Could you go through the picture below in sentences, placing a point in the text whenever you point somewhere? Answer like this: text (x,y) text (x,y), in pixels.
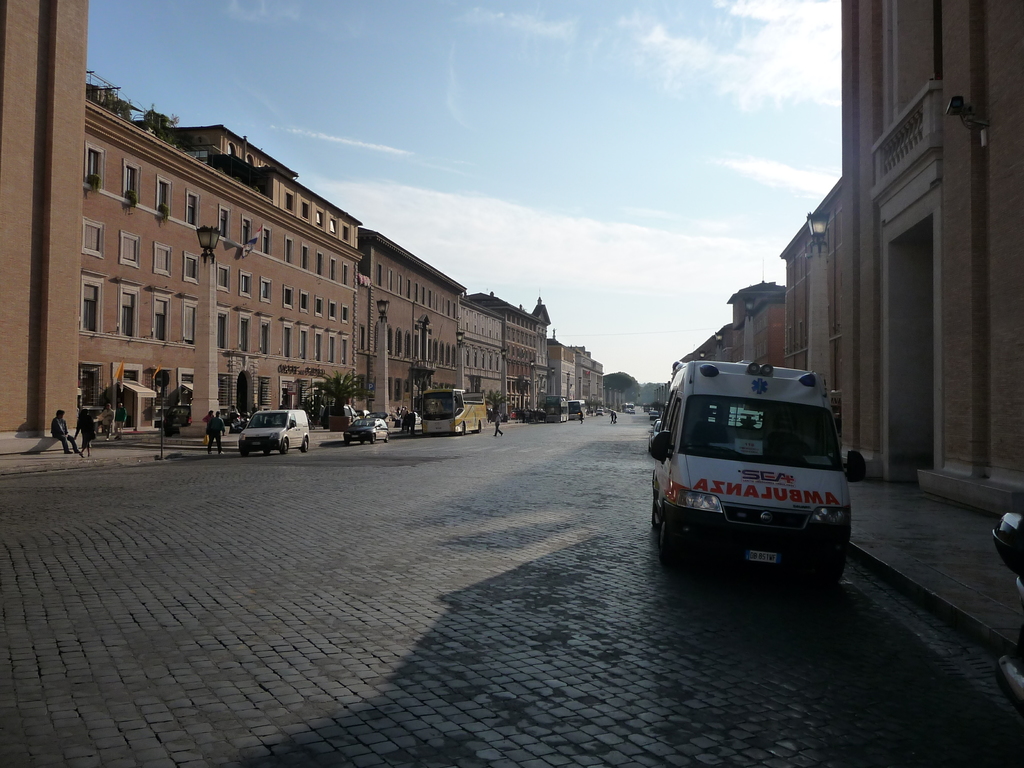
In this image in the center (374,413) there are vehicles (470,426) on the road (483,442) and there are persons (59,433) standing, sitting and walking. In the background (574,368) there are buildings (916,307) and trees (609,389) and the sky (557,227) is cloudy.
